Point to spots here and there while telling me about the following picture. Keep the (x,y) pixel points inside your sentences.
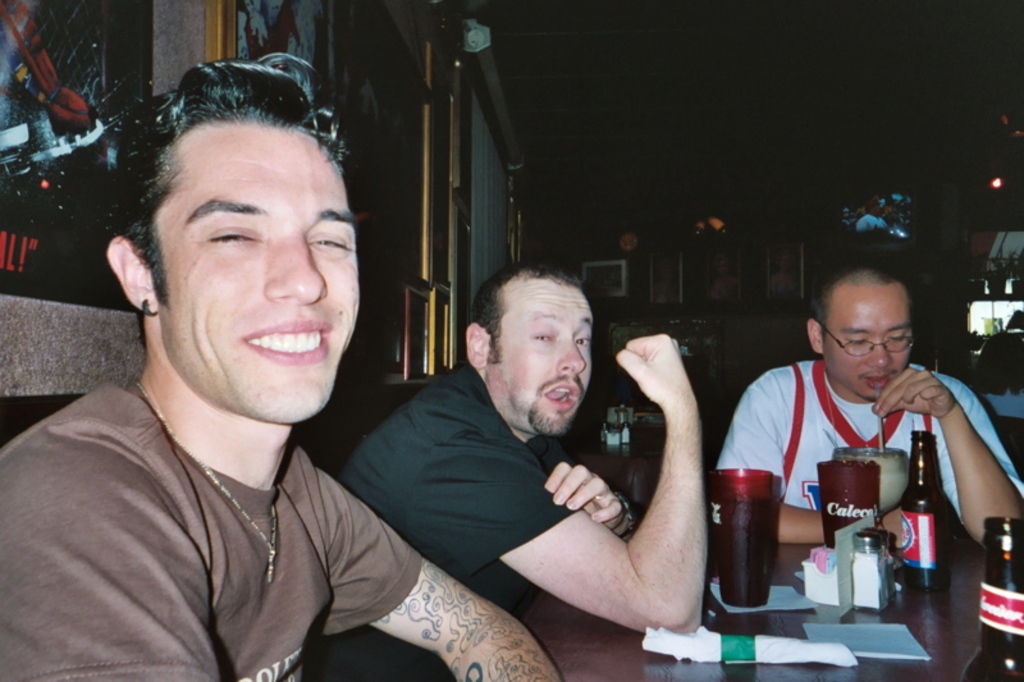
In this picture we can see people (594,488), in front of them we can see a platform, on this platform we can see bottles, glasses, tissue papers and some objects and in the background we can see photo frames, screen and some objects (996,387).
